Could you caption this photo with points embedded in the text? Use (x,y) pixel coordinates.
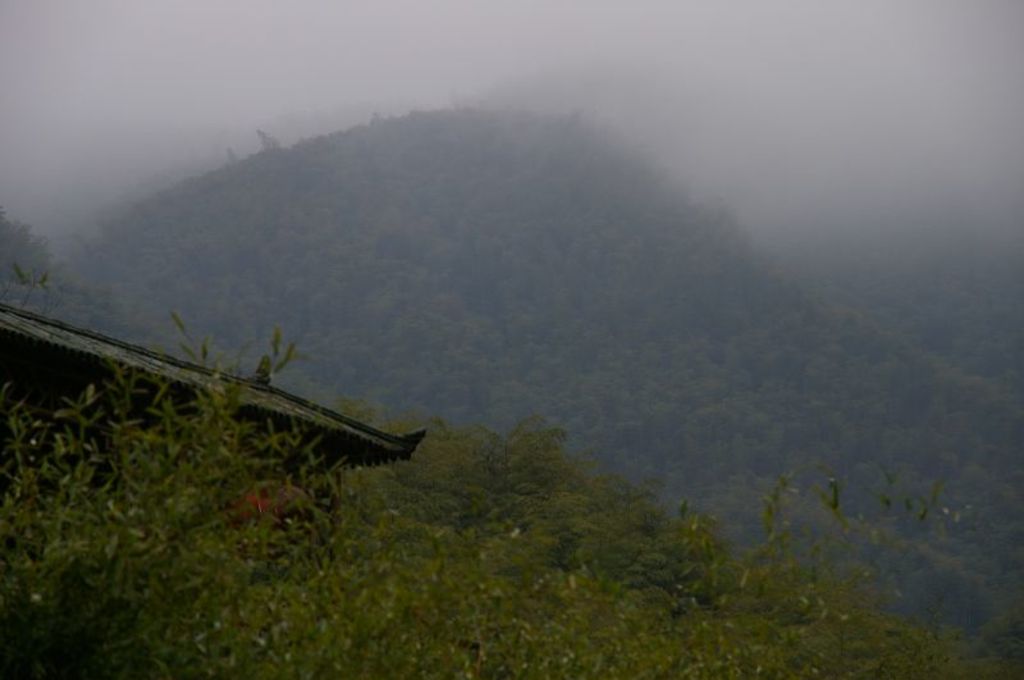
In this image I can see mountains (551,320), trees (214,403) and a house (271,392). The sky (219,69) is in white and blue color.
